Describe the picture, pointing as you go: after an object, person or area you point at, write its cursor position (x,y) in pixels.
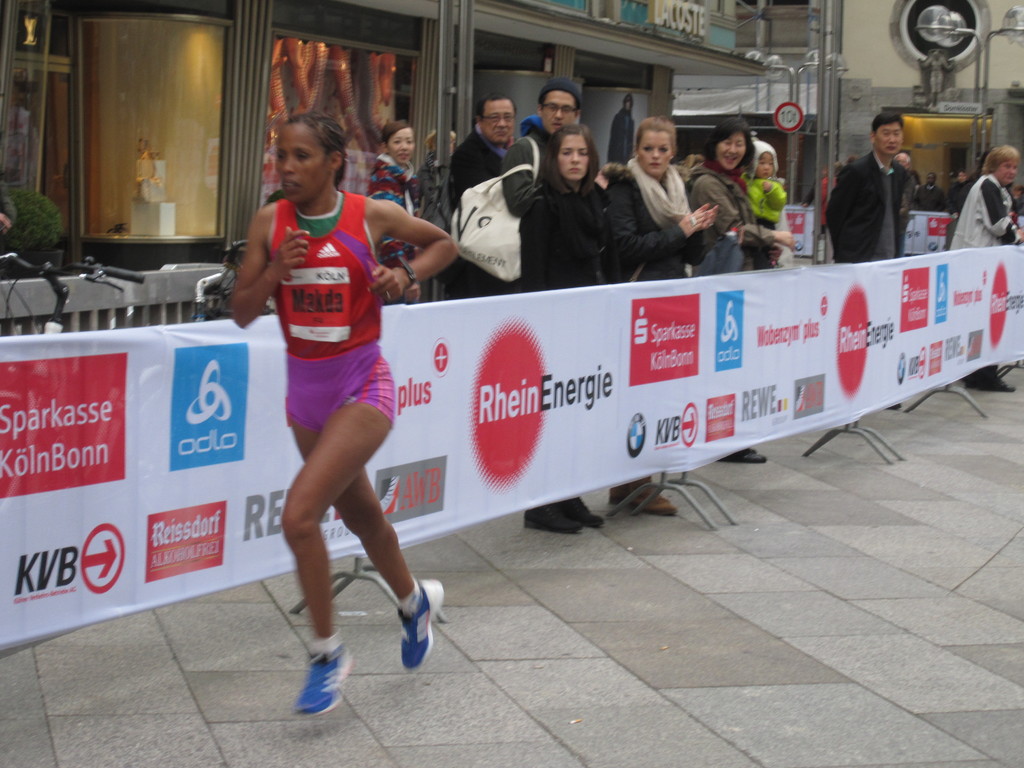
In this picture I can see buildings (682,48) and few people (745,152) standing and I can see advertisement boards (772,399) with some text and a woman (314,358) is running. I can see couple of bicycles (57,290) parked and a plant (38,243) in the back (41,224) and I can see text (679,20) on the wall (719,28).
